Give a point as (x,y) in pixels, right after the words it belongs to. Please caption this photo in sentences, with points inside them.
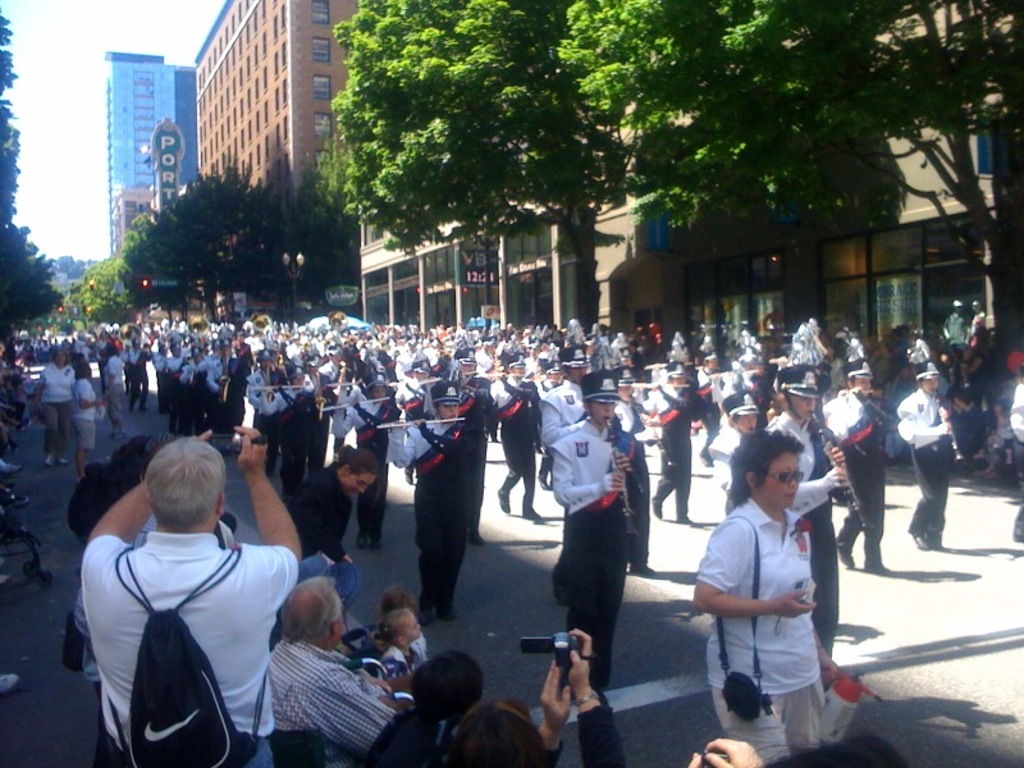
In this image I can see a road (910,684) and on it I can see number of people (489,348) are standing. I can also see most of them are wearing white colour dress (405,364) and in the centre (469,471) I can see everyone are holding musical instruments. In the front (769,561) I can see few people (736,551) are holding cameras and in the background (877,114) I can see number of trees (648,158), number of buildings (603,288), number of boards (342,299), the sky (66,108) and on these boards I can see something is written. I can also see shadows (470,638) on the road (876,634) and on the bottom left side of this image (177,625) I can see one man (186,559) is carrying a bag (175,618).
